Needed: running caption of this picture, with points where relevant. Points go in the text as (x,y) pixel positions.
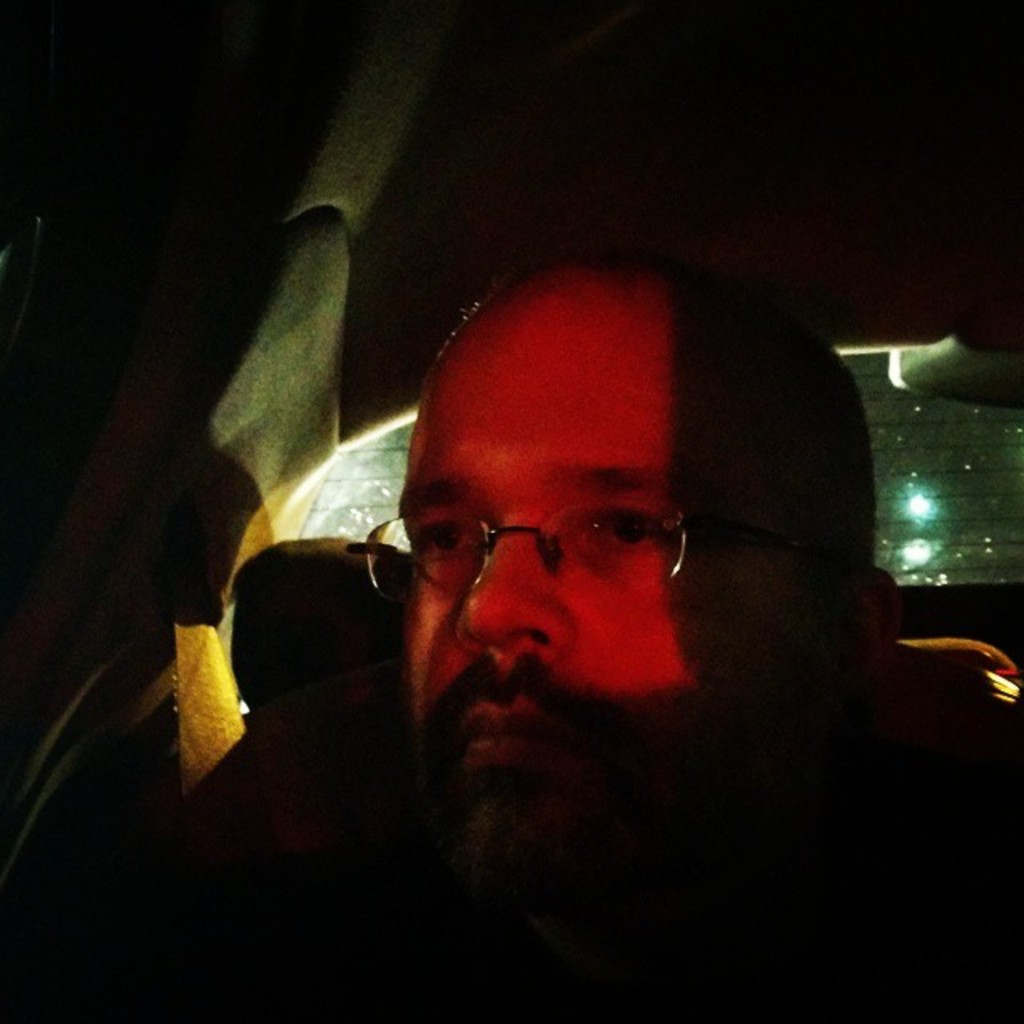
In this picture there is a man (886,988) in the center of the image (499,388) in a car (74,806).
